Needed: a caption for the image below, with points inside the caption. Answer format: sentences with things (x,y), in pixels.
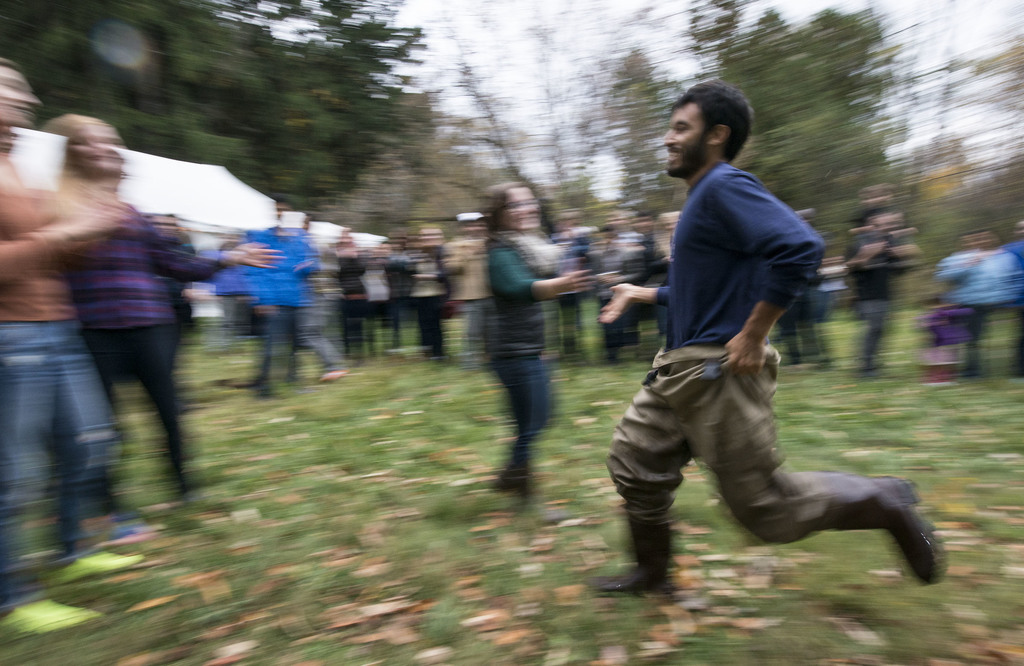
This picture is blur, in this picture there are people (156,252) and we can see grass (374,464), leaves (391,642) and trees (368,120). In the background of the image (657,19) we can see the sky (571,84).
